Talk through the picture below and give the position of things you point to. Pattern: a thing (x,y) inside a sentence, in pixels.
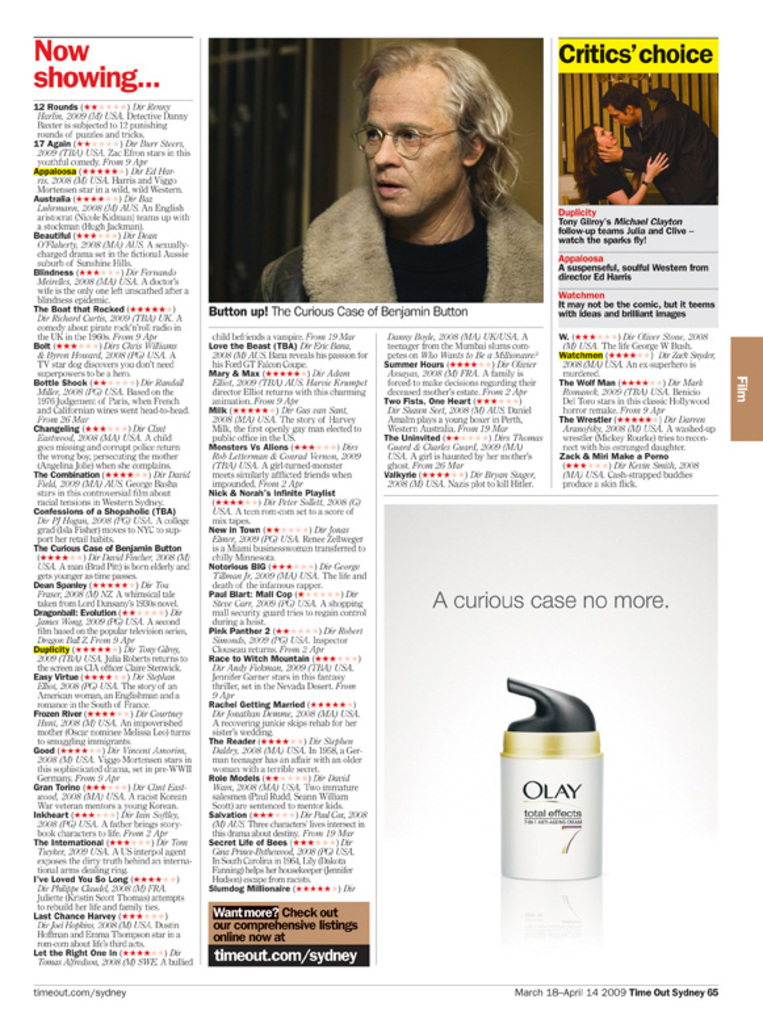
In the picture we can see a magazine (377,743) on it we can see two images (224,277) of person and some information (105,131) on it and to the bottom (456,812) also we can see a image (428,812) of a cream bottle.
